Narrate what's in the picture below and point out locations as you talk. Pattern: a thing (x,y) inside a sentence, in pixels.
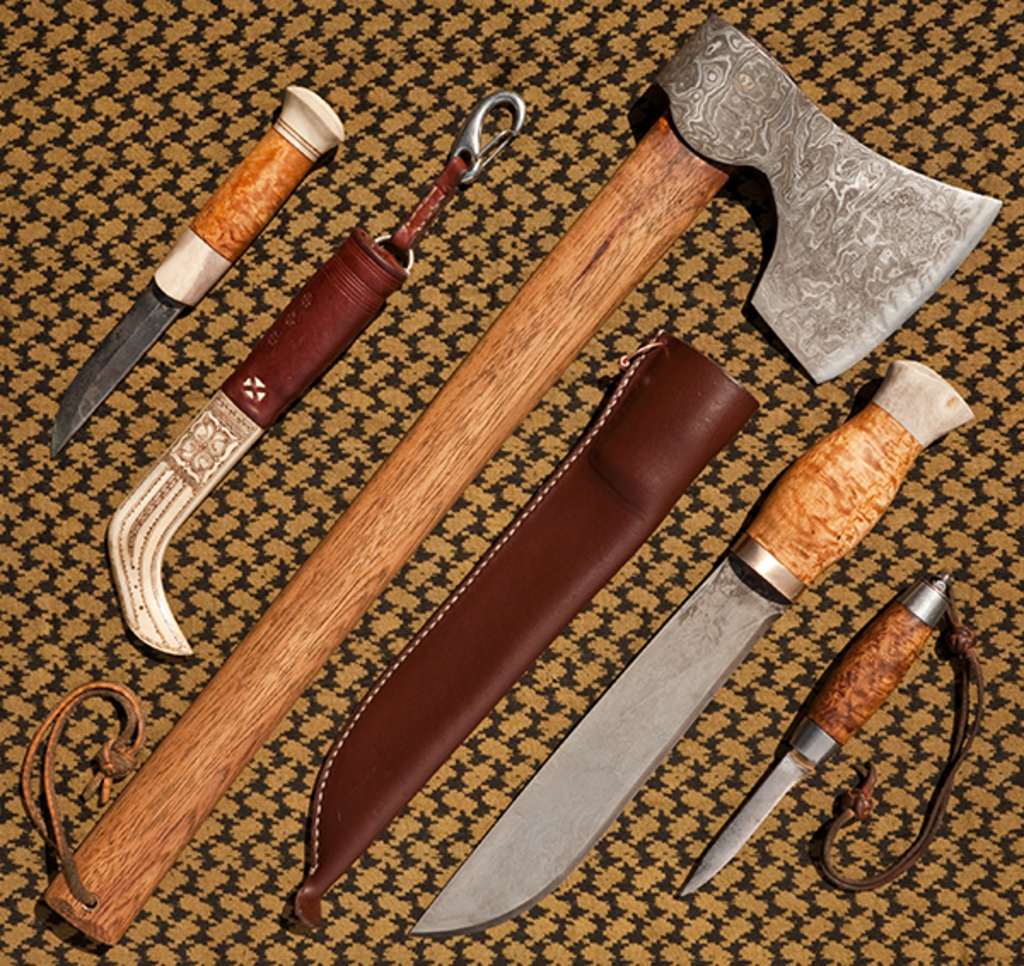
In the center of the image (521,401) we can see weapons (667,661) placed on the mat (740,908).
